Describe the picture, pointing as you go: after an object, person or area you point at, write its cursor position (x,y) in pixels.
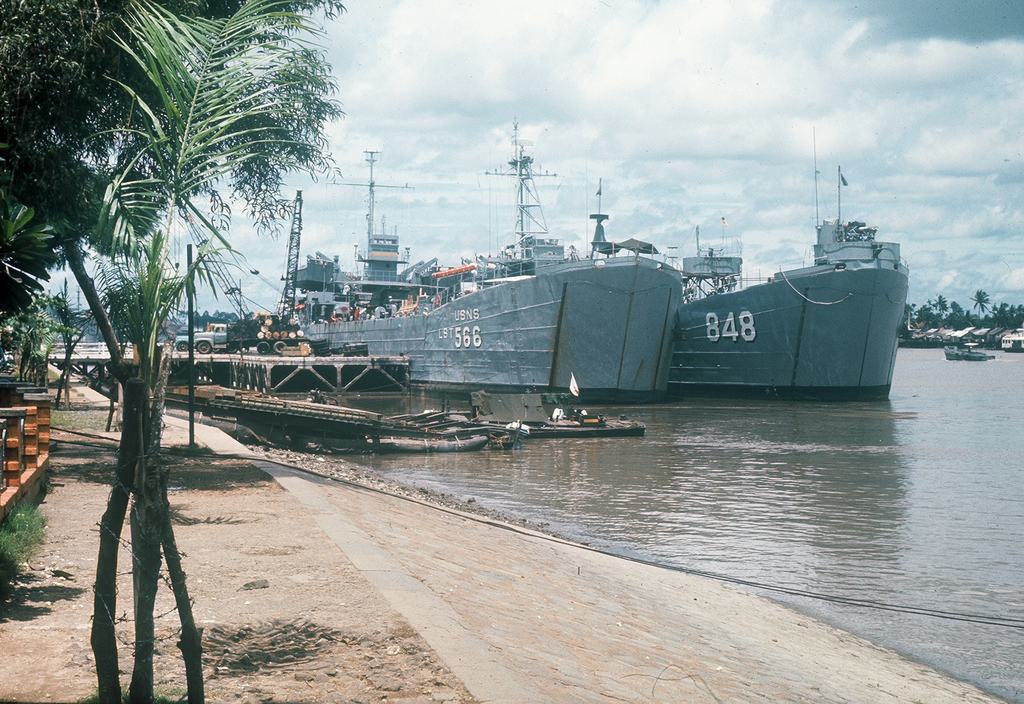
In this picture we can see water (917,541) on the right side (915,557), there are two ships (776,356) and some boats (461,437) in the water (706,410), on the left side (101,244) there are trees (52,204), we can see a vehicle (261,339) and a tower (289,269) in the middle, there is the sky (640,88) at the top of the picture (662,82).
